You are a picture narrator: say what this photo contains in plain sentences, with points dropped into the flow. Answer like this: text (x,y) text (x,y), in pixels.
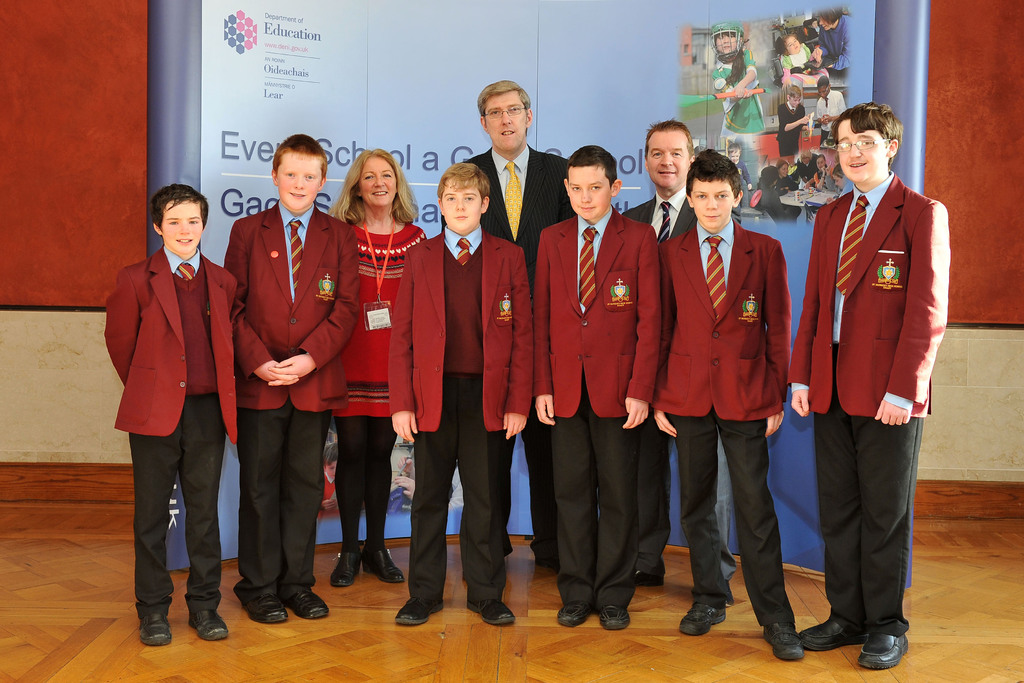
In this image I can see there are few boys (808,304) standing on the floor (397,638), in the middle (368,439) I can see a woman (373,195) and two persons (561,186) standing back side of the boys (591,178) and at the top (424,51) I can see a board (560,48), on the board (784,45) I can see image (780,54) of persons (825,50) and text (555,152) and on the background (64,121) I can see the red color wall (953,121).
